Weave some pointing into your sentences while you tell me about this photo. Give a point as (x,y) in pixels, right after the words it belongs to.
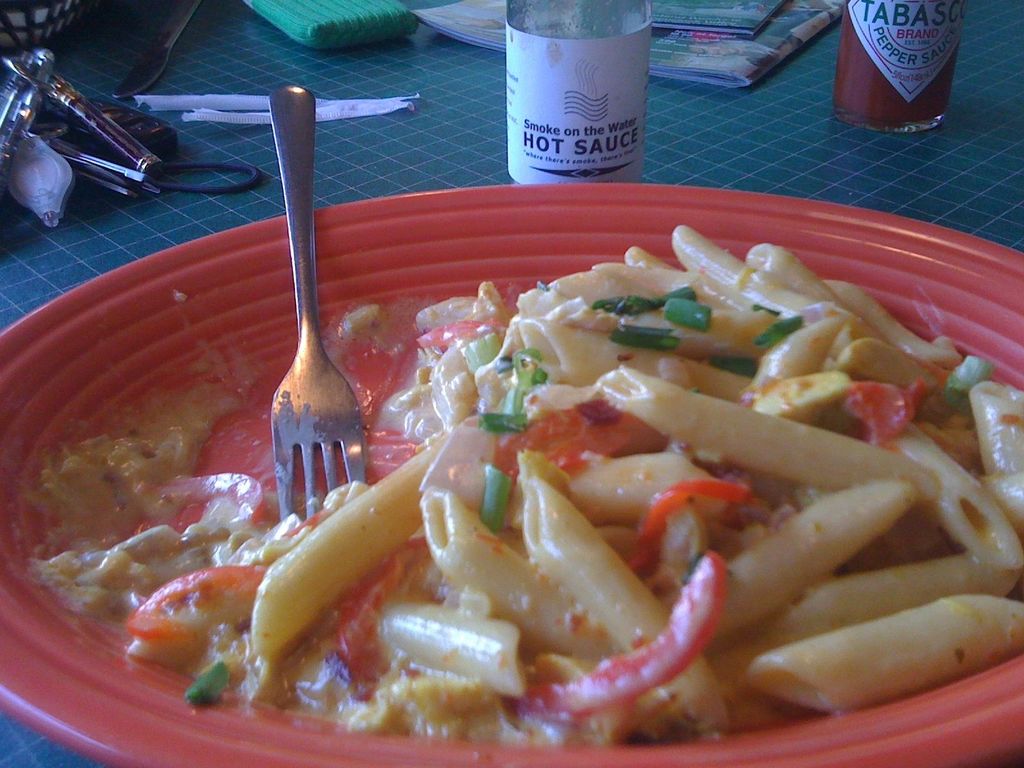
In this picture we can see a plate (240,761) of white sauce pasta (412,639) with a fork (329,460). In the background (943,47), we can see hot sauce (852,80) and many other things (142,123).
